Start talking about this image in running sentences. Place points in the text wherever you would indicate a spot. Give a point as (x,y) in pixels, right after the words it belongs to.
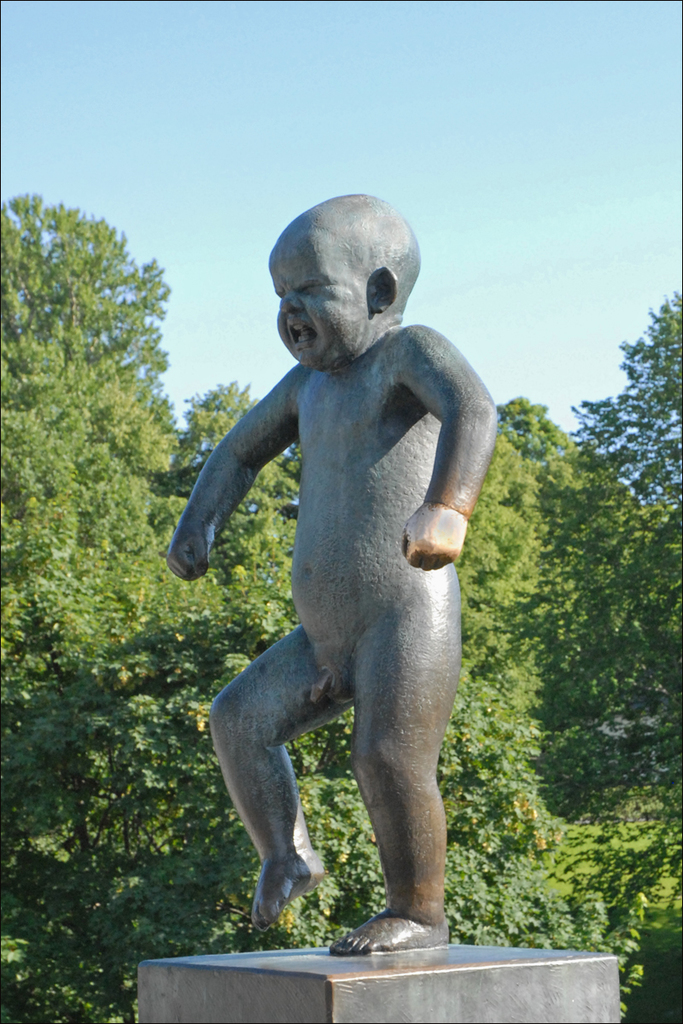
In this picture I can see a statue of a boy (426,378), there are trees (474,514), and in the background (444,218) there is sky (351,164).
